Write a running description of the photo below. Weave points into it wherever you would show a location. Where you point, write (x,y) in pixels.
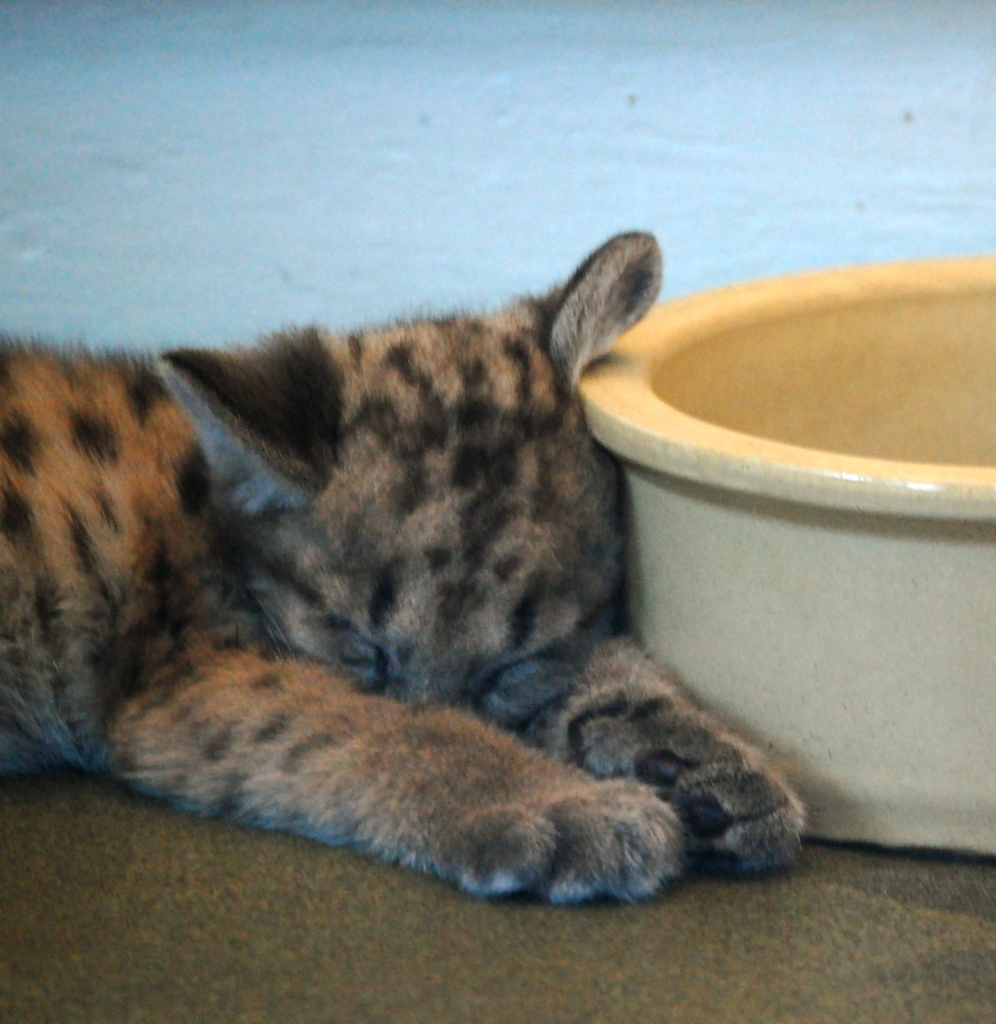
In this image we can see one bowl (907,483), one carpet (345,971) on the surface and one cat (306,485) sleeping near to the wall (387,222).
